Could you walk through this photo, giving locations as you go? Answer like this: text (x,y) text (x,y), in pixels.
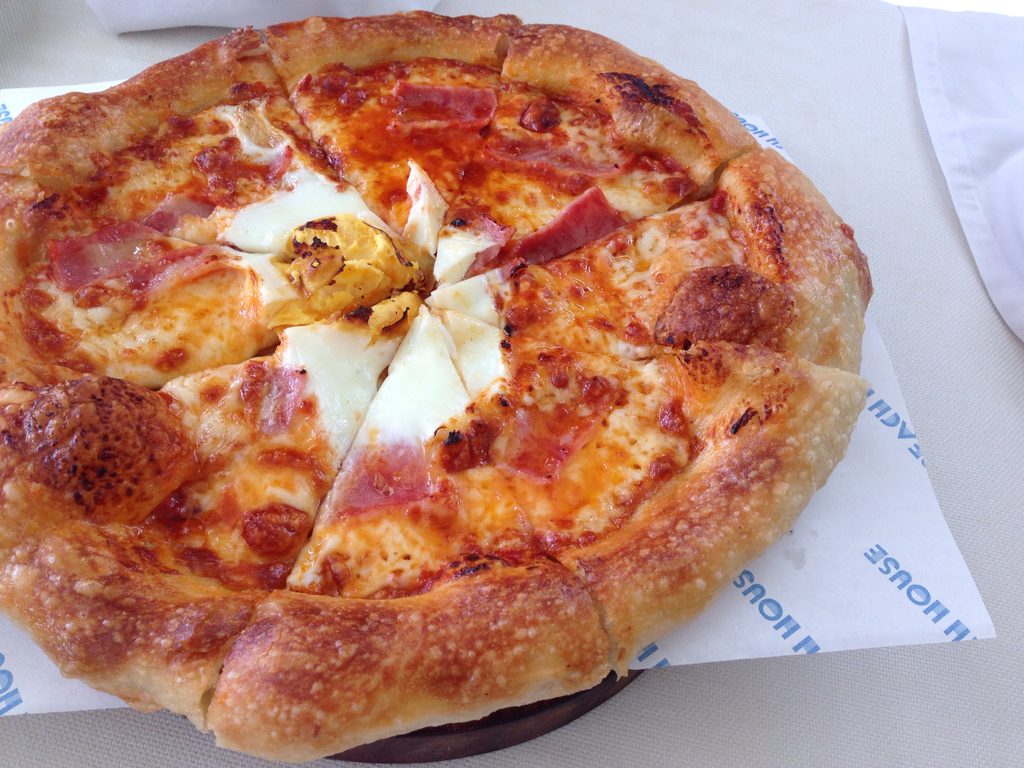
In this image we can see slices (440,430) of a pizza (462,490) on a tissue paper (811,581), also we can see some part of the cloth (971,124).
